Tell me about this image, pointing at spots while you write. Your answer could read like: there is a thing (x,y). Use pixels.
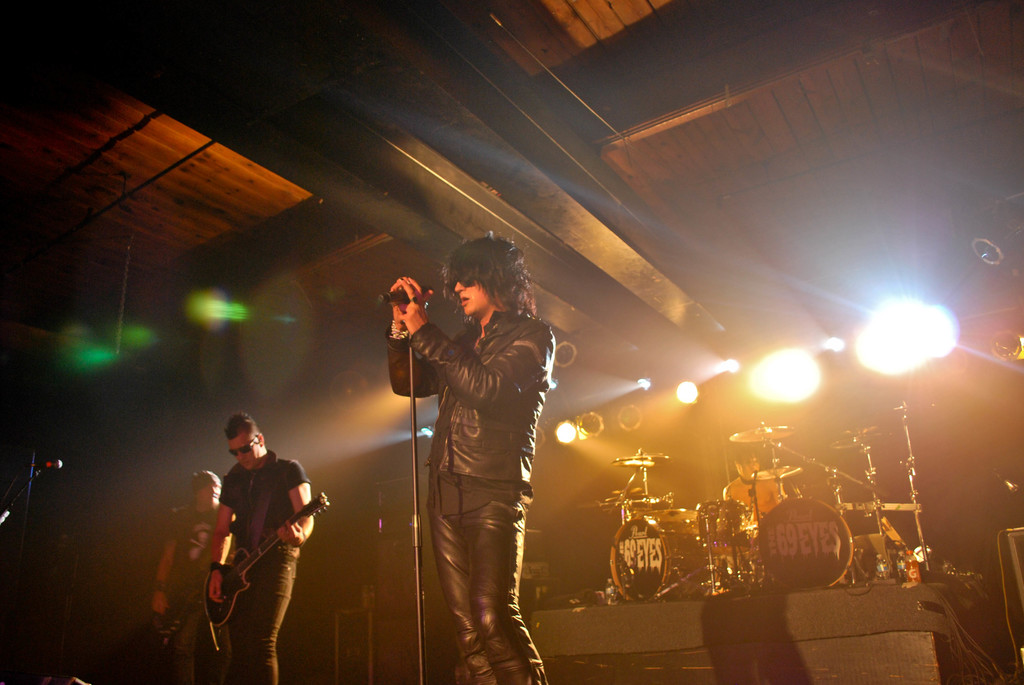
There is a man (490,380) in black color dress (495,445) holding a mic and singing. In the background (749,392), there are lights (777,386), drums (737,554), roof (726,329) and other items (947,564). On the left hand side of the image (253,448), there is a person (249,432) standing, holding and playing guitar (219,619). Back to him, there is another person (189,521) standing and other items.
